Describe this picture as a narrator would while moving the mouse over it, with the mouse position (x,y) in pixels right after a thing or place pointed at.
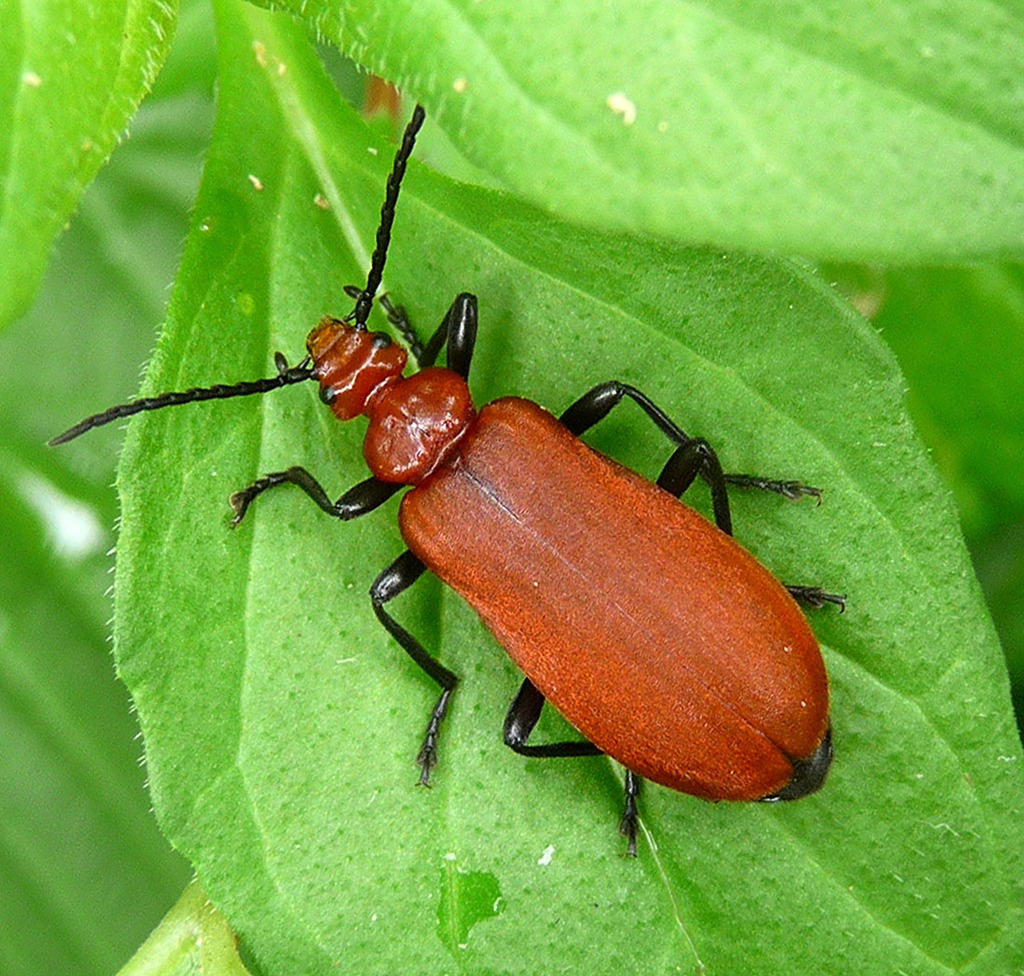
In this image I can see an insect (622,652) which is brown, orange and black in color on a leaf (584,371) which is green in color and I can see few other leaves (584,33) which are green in color.
